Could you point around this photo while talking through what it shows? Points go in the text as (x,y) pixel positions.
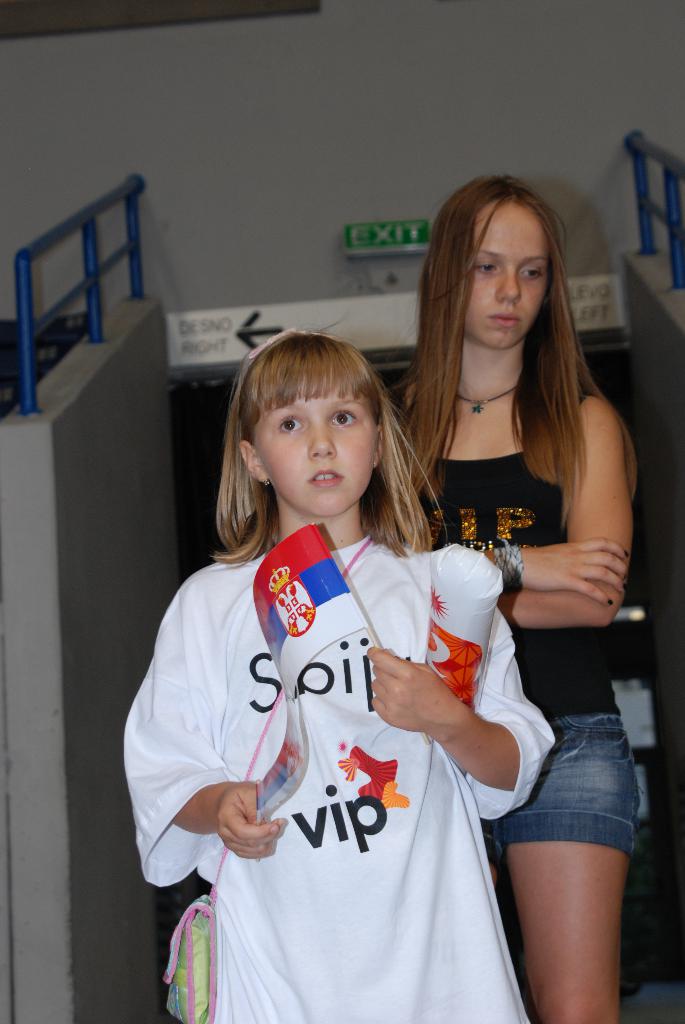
In this image we can see children (401,676) standing on the floor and one of them is holding a flag (281,756) in the hands (264,830).
